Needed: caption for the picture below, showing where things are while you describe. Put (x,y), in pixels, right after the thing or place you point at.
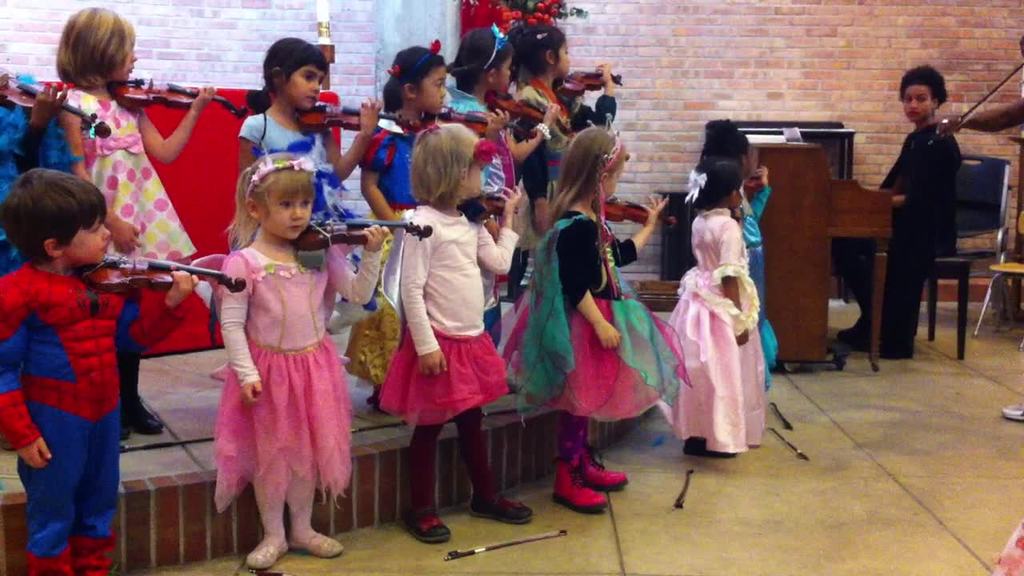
In this image I can see few children (752,273) and a woman (927,101). Here I can see most children (94,202) are holding musical instrument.
